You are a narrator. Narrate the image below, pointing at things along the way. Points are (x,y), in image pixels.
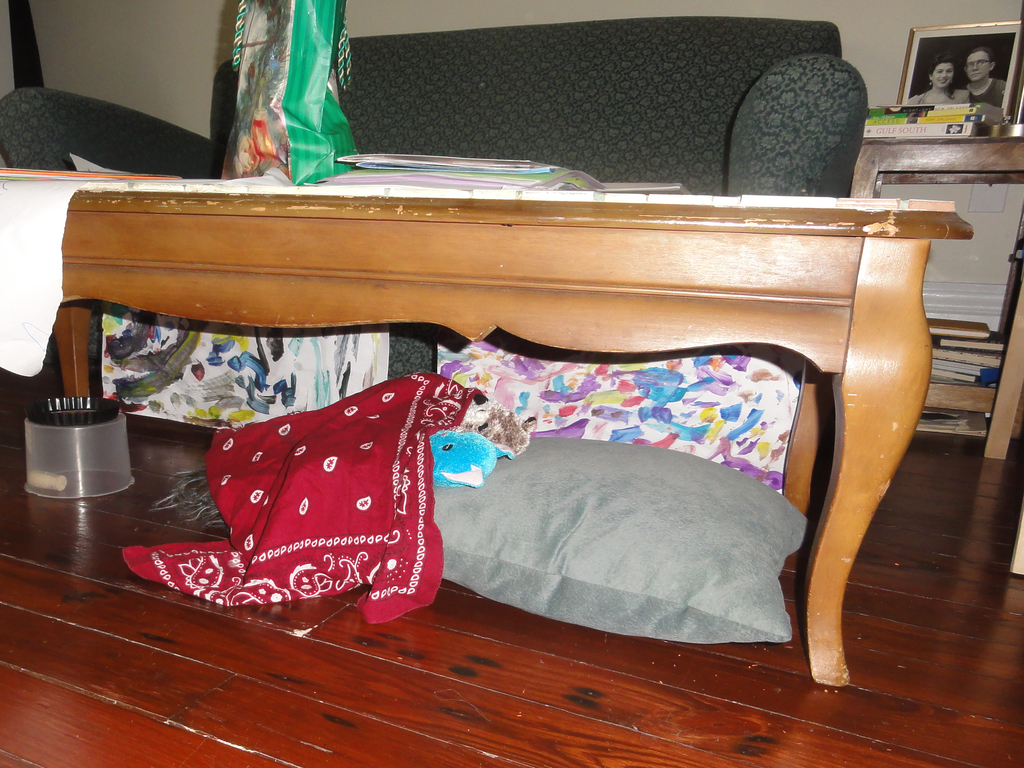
In this picture i can see a sofa (62,131) and a table (65,233) with some papers (412,184) and a bag (313,150) on it and I can see a photo frame (954,59) and few books (929,117) on another table (952,138) and few books (981,344) under the table (1015,356) and I can see pillows (638,458) and a box (121,435) under the another table (693,243).
